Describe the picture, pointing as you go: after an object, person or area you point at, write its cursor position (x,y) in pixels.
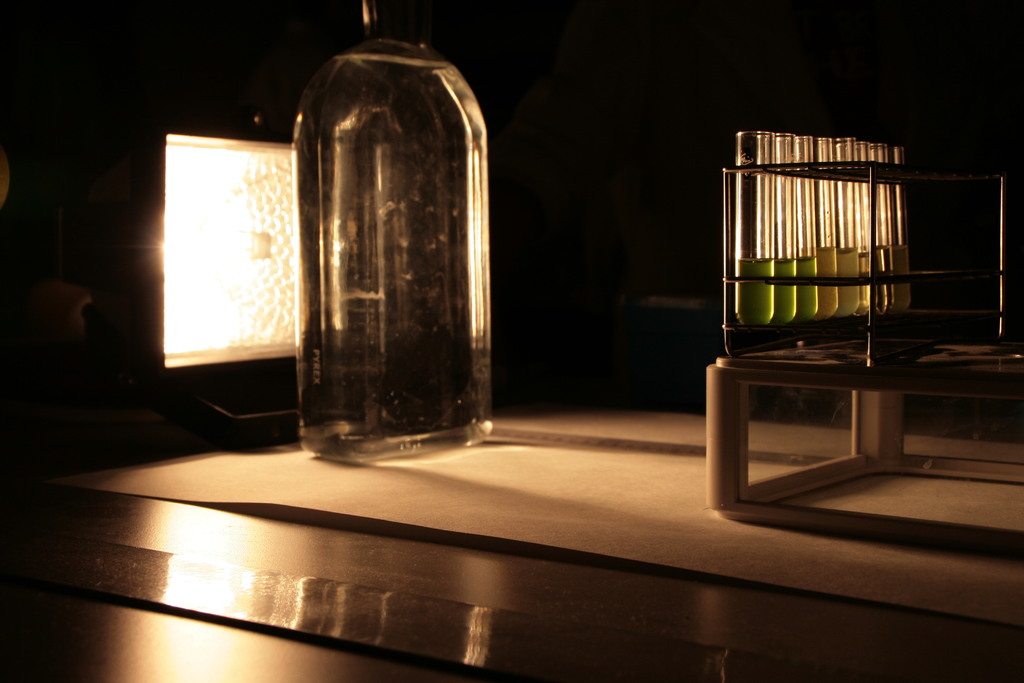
In this image I can see a small test tubes (763,257) and a glass bottle (374,251).
